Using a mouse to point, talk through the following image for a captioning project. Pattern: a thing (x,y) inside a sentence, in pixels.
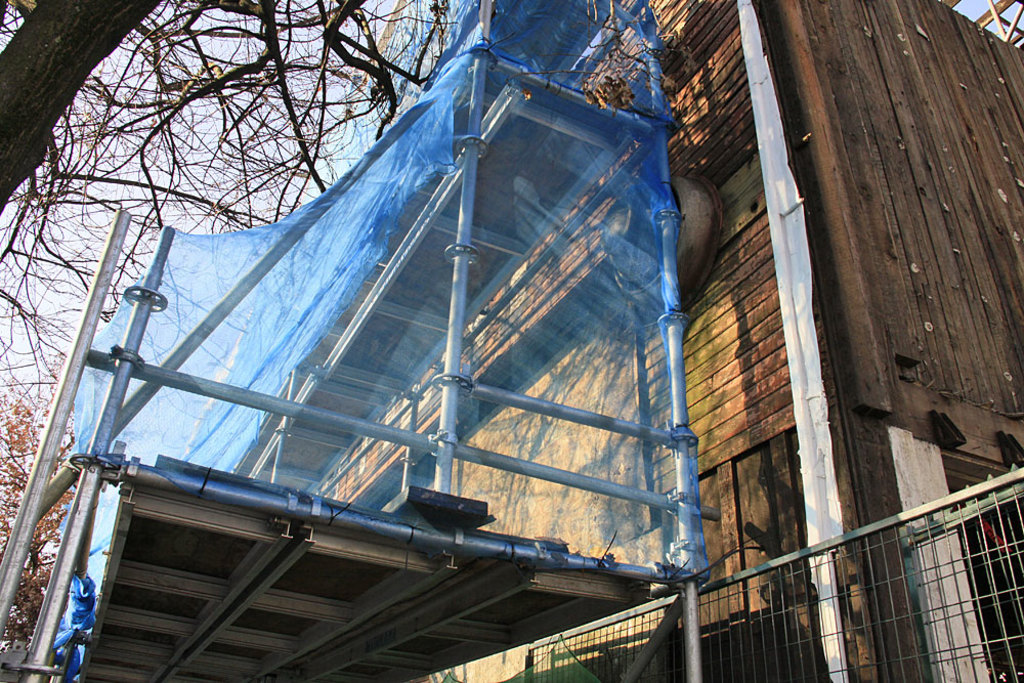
In this image I can see a building (872,178), fence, trees (160,82) and other objects (466,384). In the background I can see the sky (184,445).
